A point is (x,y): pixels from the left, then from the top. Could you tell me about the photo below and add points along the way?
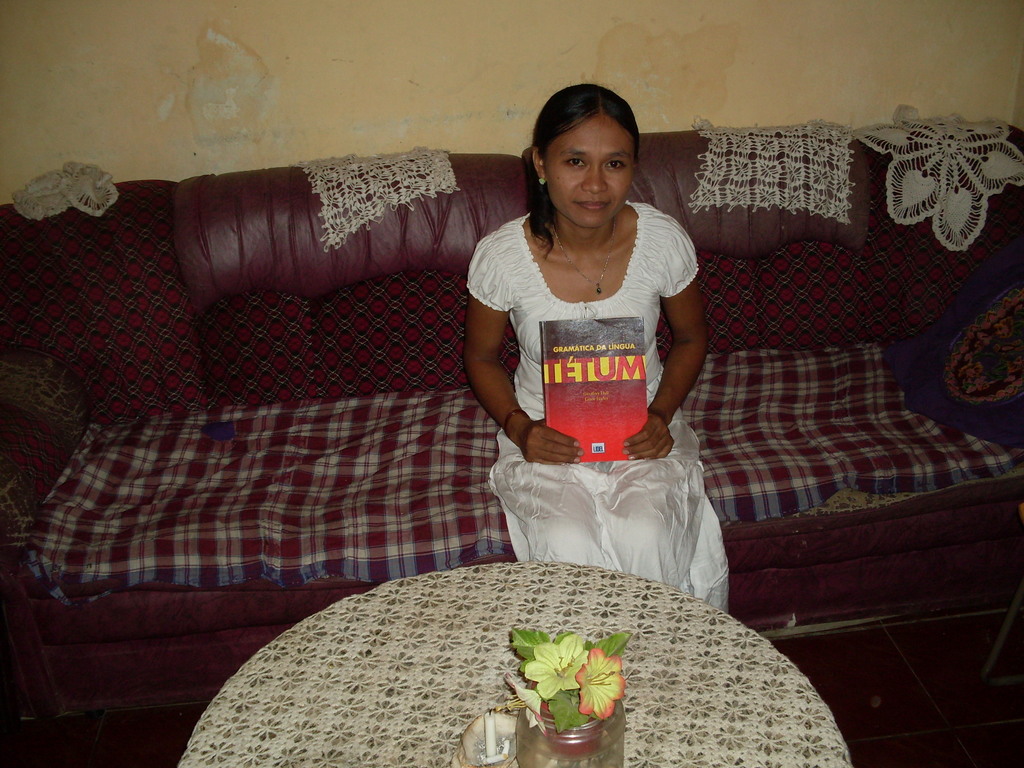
In this picture we can see a woman (675,264) sitting on a sofa (874,321), she is holding a book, in front of her we can see a table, flower vase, candle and we can see a wall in the background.
